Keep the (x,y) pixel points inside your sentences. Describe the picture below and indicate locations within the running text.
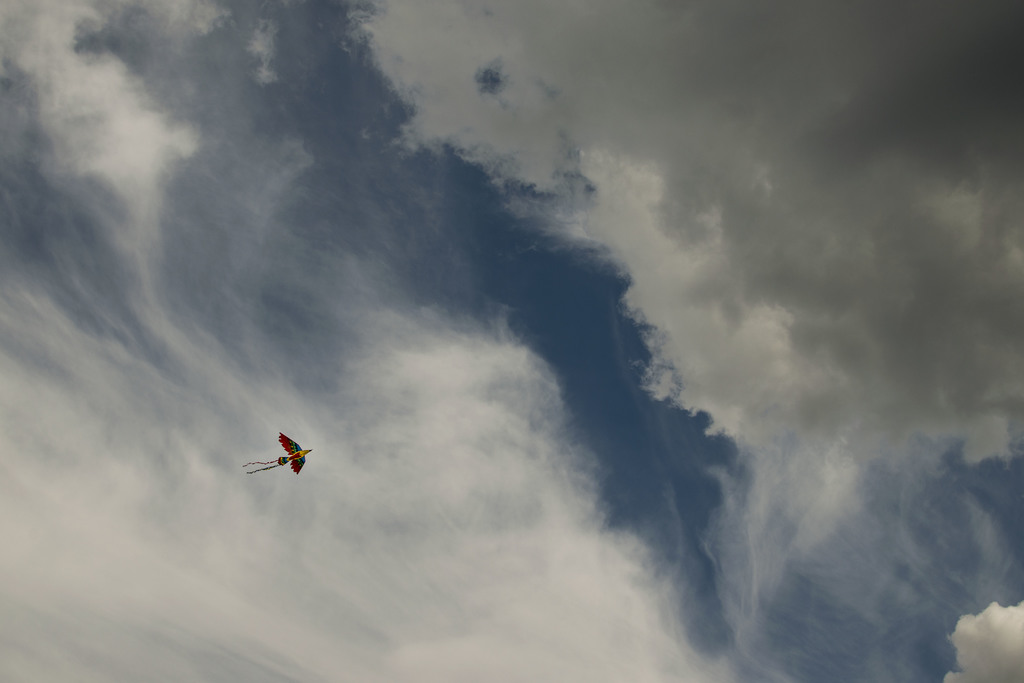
In this image I can see the kite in multi color and the sky (565,288) is in blue and white color.
